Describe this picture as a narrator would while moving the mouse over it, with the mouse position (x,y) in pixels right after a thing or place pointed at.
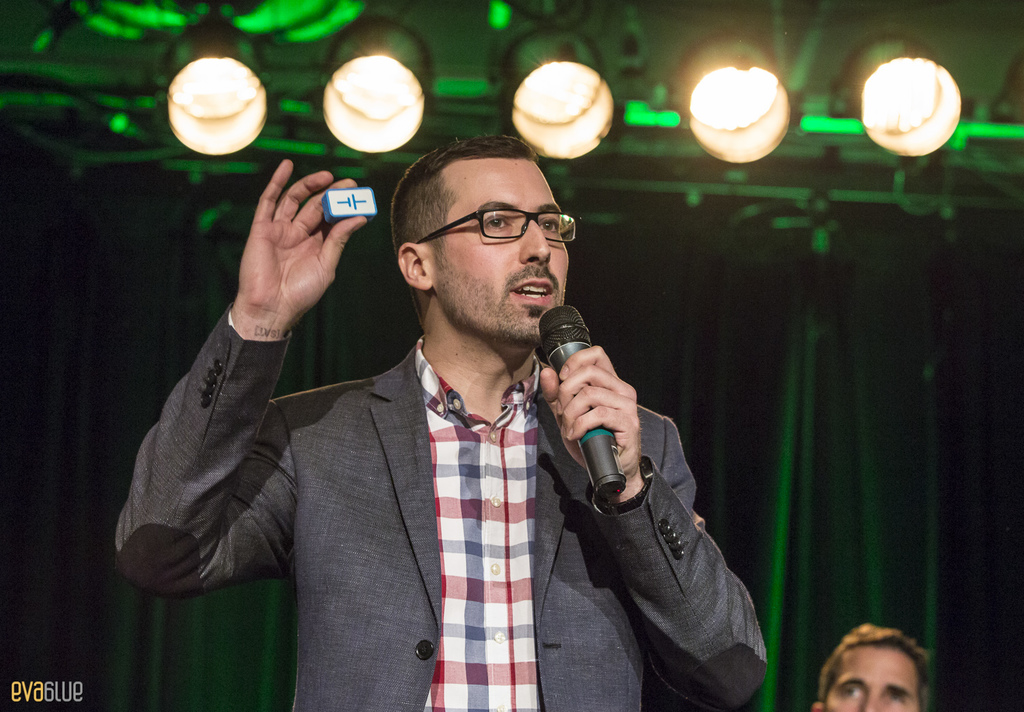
In this image there is a person (574,441) holding a mike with the one hand (545,396) and an object (361,209) with the other hand (317,233). He is wearing a blazer (592,588) and spectacles (523,228). Right bottom there is a person (853,693). Background (896,496) there are curtains (756,555). Top of the image (233,169) there are lights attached to the metal rods (302,158).
